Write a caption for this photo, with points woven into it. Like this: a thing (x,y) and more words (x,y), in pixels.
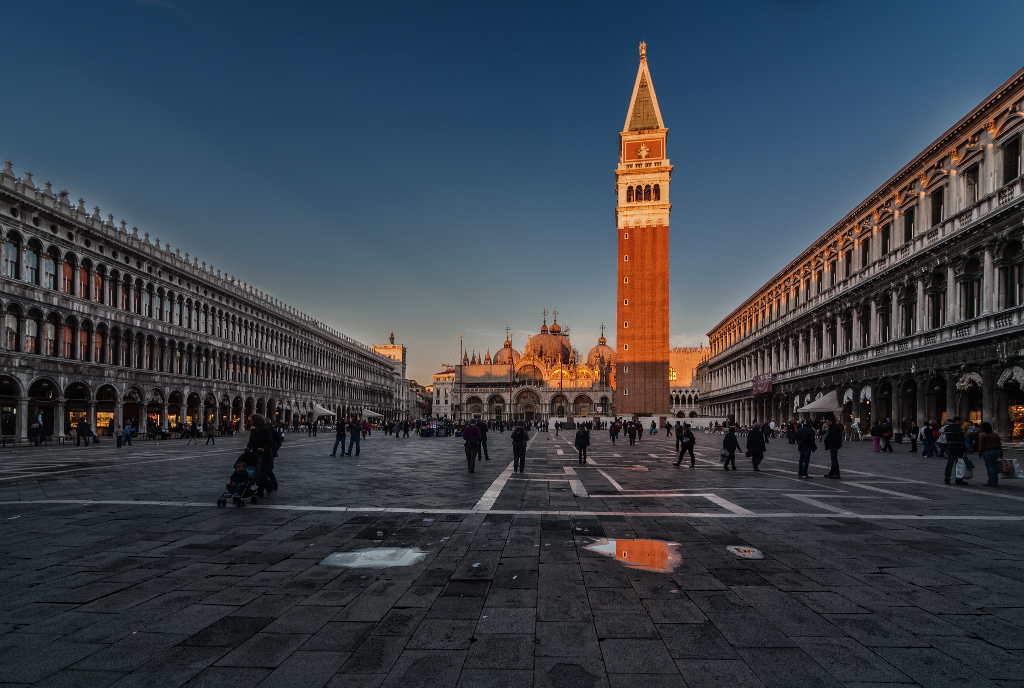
In this image, we can see some people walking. There are some buildings (860,299), at the top (368,104) we can see the blue sky (397,67).
